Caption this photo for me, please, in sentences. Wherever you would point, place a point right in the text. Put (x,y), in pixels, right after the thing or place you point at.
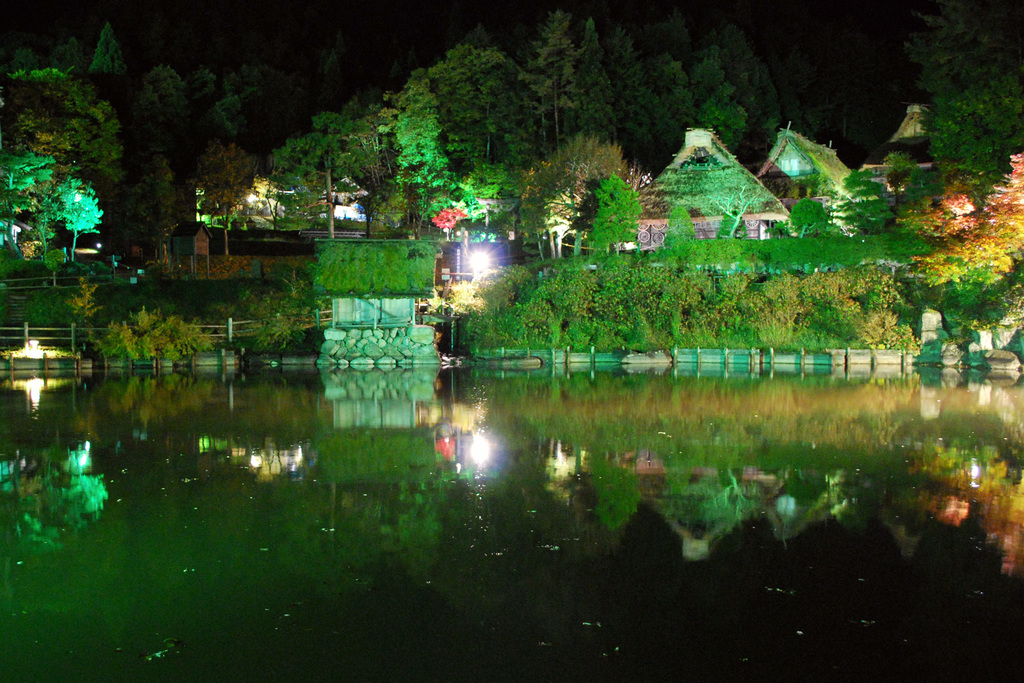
In this image the water (403,502), plants (505,316), the grass (338,281) and trees (553,184). I can also see houses (726,192) and other objects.
